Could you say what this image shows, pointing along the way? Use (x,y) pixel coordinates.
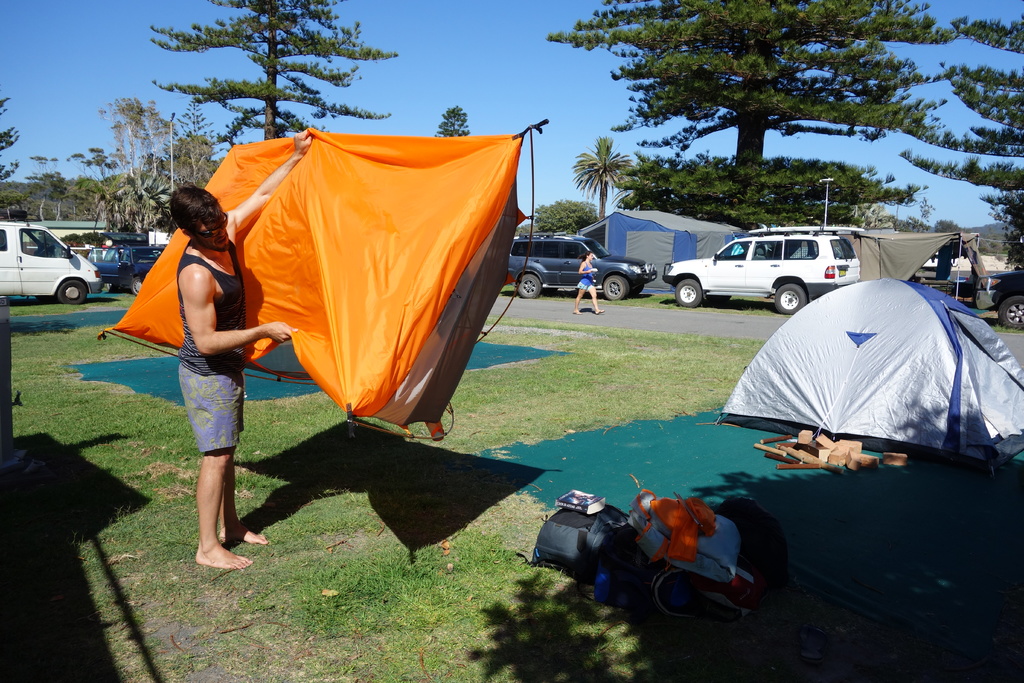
In this image I can see carpets (700,445), tents (339,305), bags (764,513), vehicles (536,244), people (207,271), trees (908,193), grass (318,447), pole (171,157) and sky (473,44). Far a person (582,289) is walking on the road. In the front of the image (288,257) a person (191,277) is holding a tent (268,206).
